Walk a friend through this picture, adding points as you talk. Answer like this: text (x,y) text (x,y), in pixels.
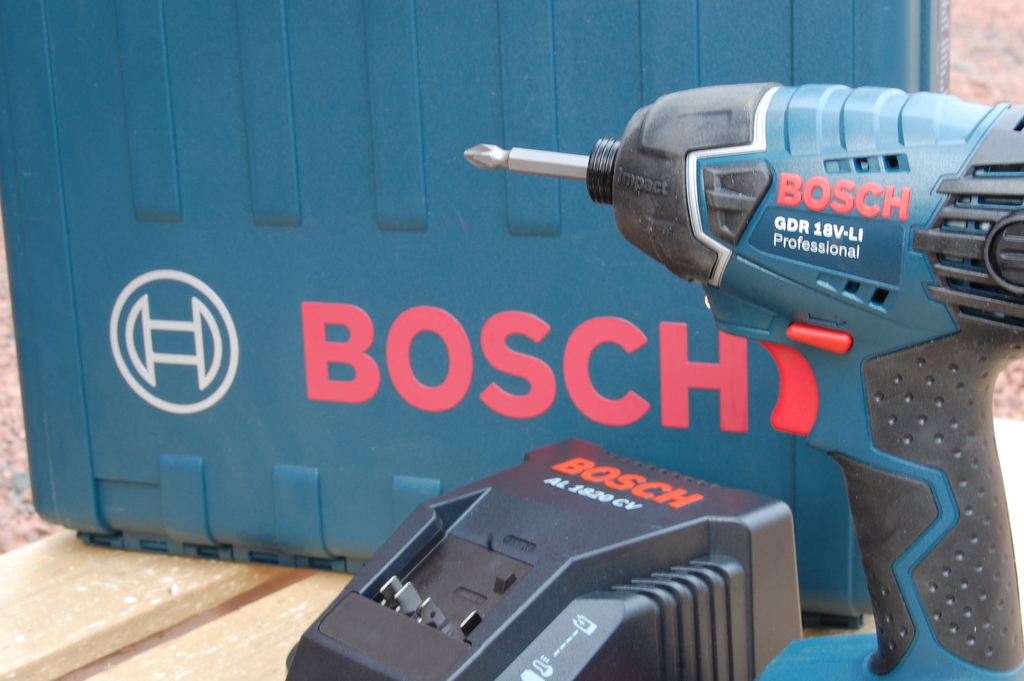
In this image there is a drilling machine (731,290), in front of the drilling machine (706,234) there is other equipment (536,510).
